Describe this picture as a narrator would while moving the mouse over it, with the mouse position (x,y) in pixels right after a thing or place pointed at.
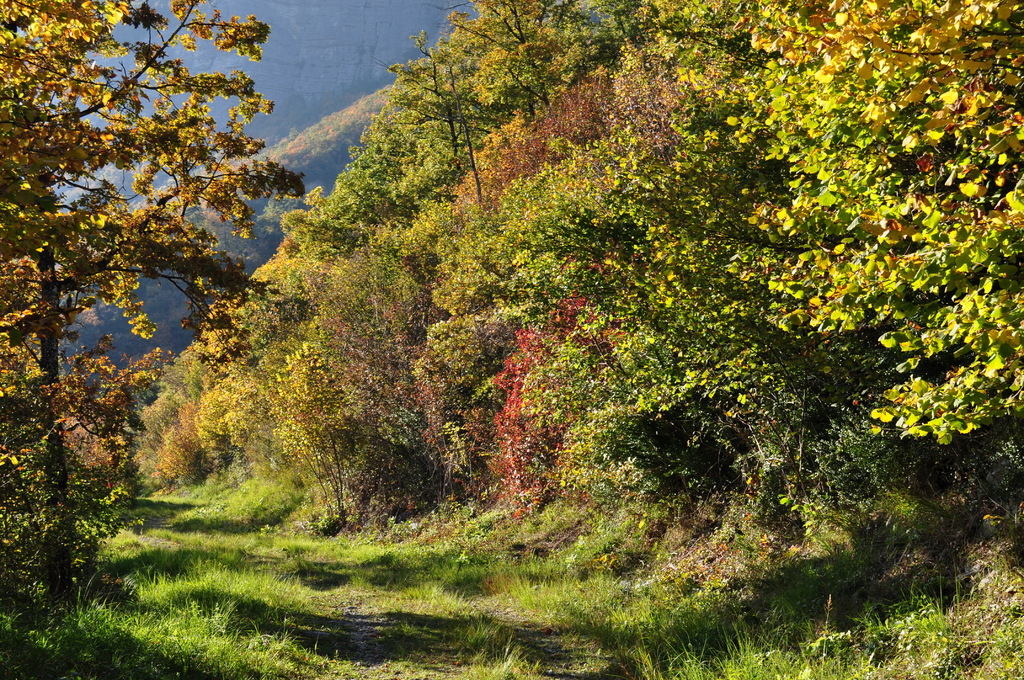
In this image on the right side (846,267) and left side (57,110) there are some trees (53,123), at the bottom (329,589) there is grass (313,586) and in the background (316,145) also there are a group of trees (345,120).
